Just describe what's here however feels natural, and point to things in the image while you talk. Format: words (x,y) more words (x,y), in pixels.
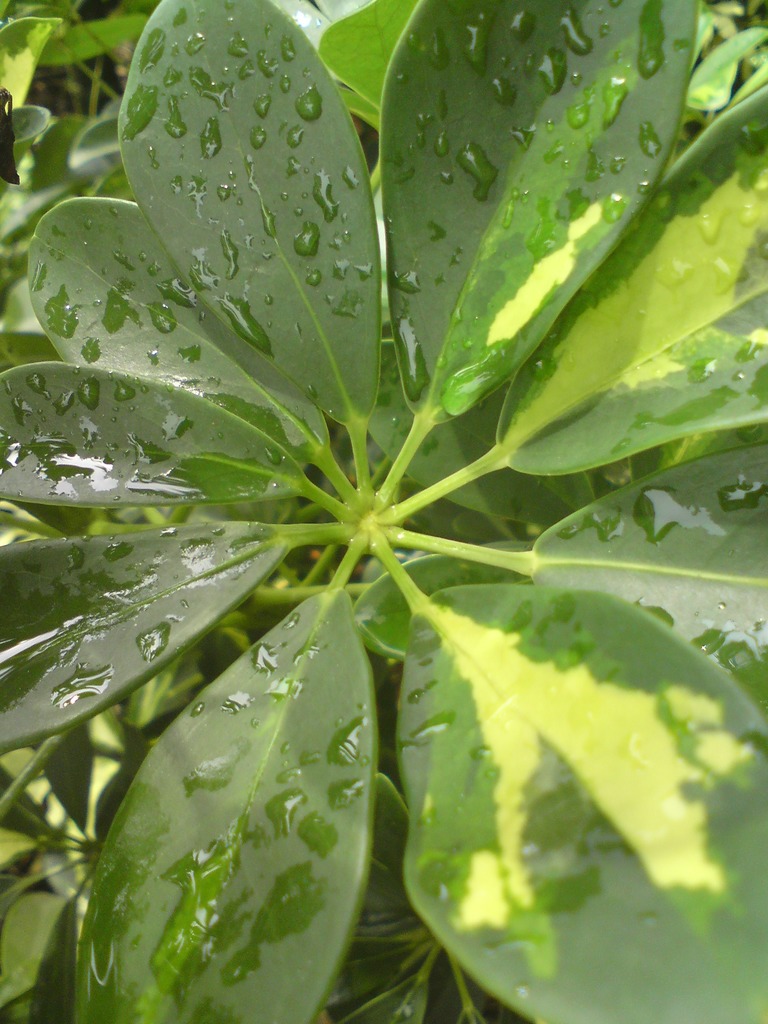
The picture consists of leaves (187,575), stems (363,500). On the leaves (438,612) we can see water droplets (193,568). In the background (24,74) there is greenery (351,975).
